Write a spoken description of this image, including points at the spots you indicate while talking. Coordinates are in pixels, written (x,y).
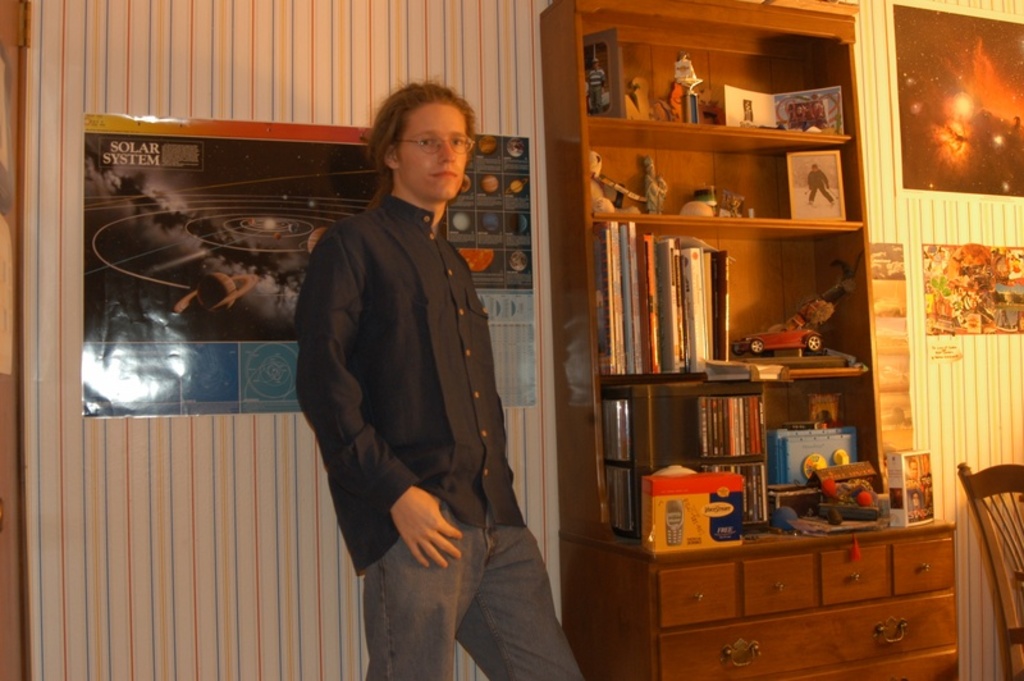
In this image we can see a person (475,509) standing. In the background of the image (183,571) there is wall (343,556) with a poster (308,235). There is a wooden shelf (617,619) with books (685,269) and other objects (738,463). To the right side of the image (982,535) there is a chair (990,564). There are posters (968,142) on the wall (944,243).
